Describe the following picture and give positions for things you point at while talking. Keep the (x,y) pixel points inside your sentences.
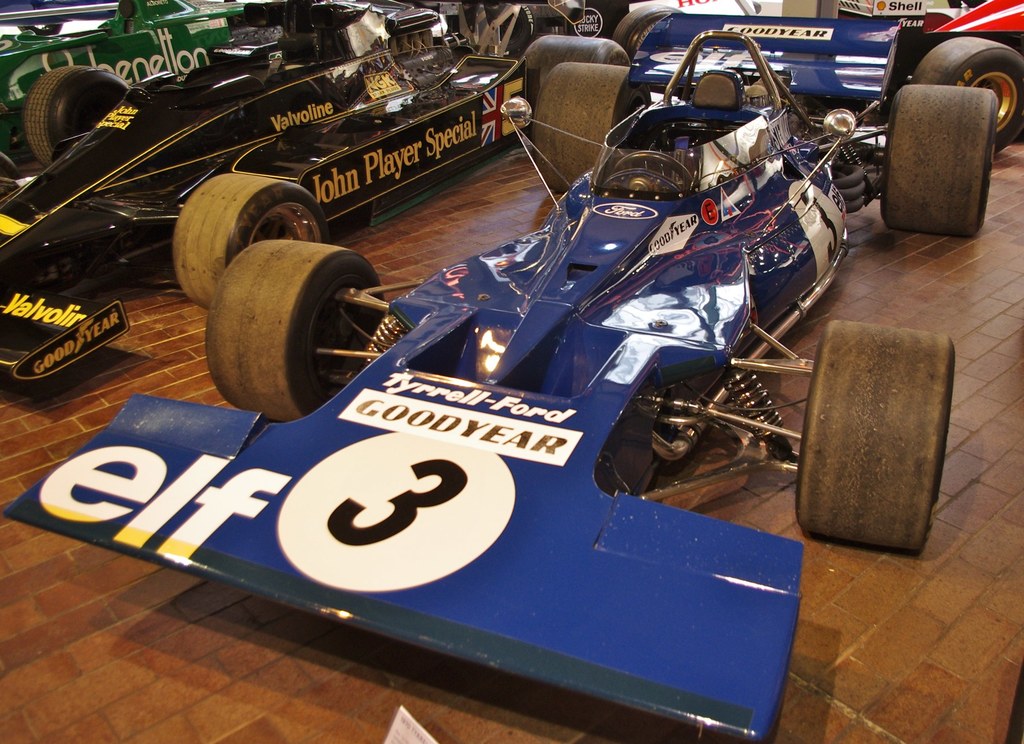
In this image we can see many sports cars (474,275) placed on the floor (10,570).
